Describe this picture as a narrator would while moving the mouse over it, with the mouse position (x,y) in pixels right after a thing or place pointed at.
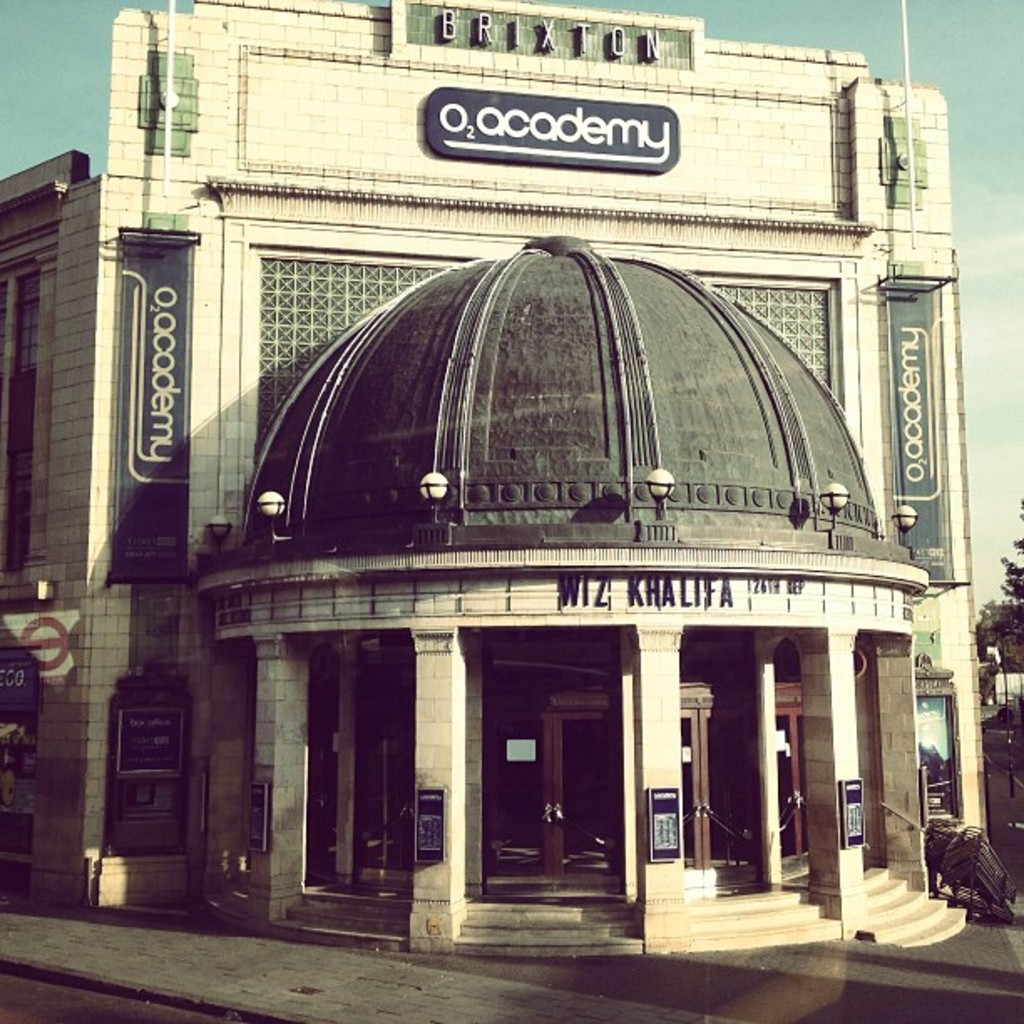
In this image in the center (663,351) there is a building (590,742), and on the building (256,73) there is some text (432,797) and also there are some pillars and stairs (604,919). At the bottom (128,949) there is walkway (984,933), and in the background (1010,550) there are trees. And at the top (25,77) there is sky (892,59).
